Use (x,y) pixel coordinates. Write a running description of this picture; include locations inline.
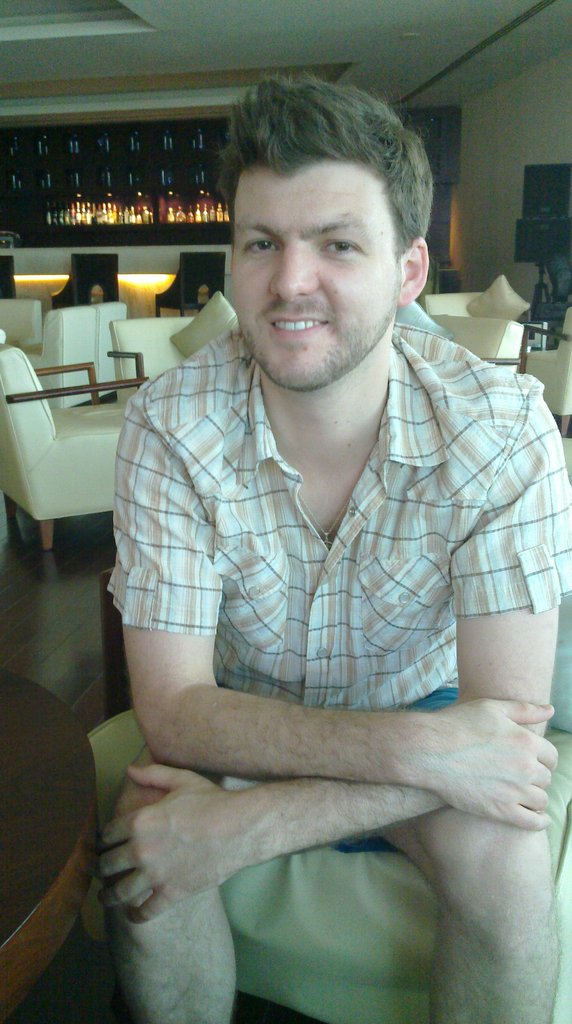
In the image we can see a man (369,584) wearing clothes (308,603) and he is sitting. There is a table (61,844), sofa chair (53,483), floor (47,610) and bottles (82,215) on the shelf (130,204). This man (296,341) is smiling.
